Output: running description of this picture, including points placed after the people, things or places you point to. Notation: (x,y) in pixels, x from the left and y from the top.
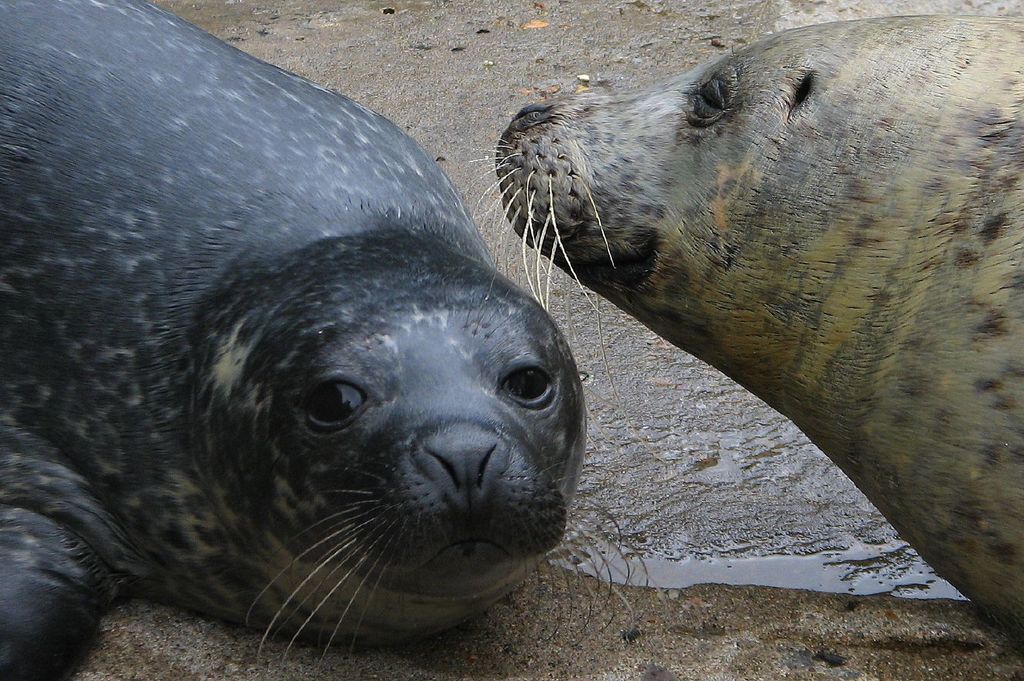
In this image I can see two seals (118,280) on the wet ground (899,626).
